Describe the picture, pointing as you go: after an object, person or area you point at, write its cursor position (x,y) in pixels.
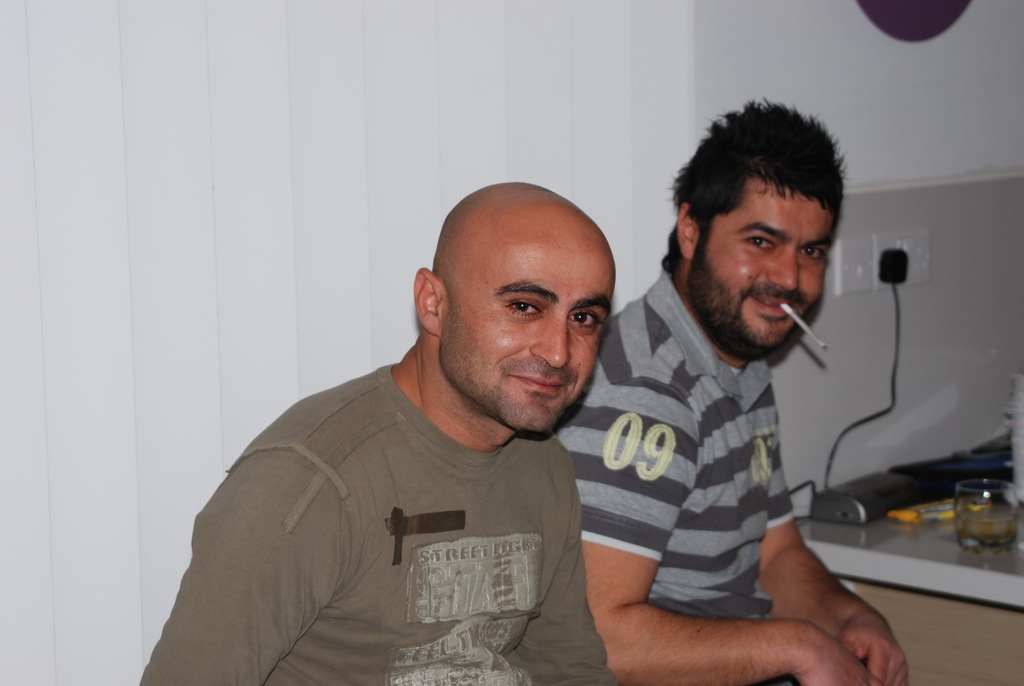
In this image we can see two plug sockets (865,270), one is plugged in extension box (867,498) and two persons (615,483) are sitting on the chair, one person (707,438) is smoking.
